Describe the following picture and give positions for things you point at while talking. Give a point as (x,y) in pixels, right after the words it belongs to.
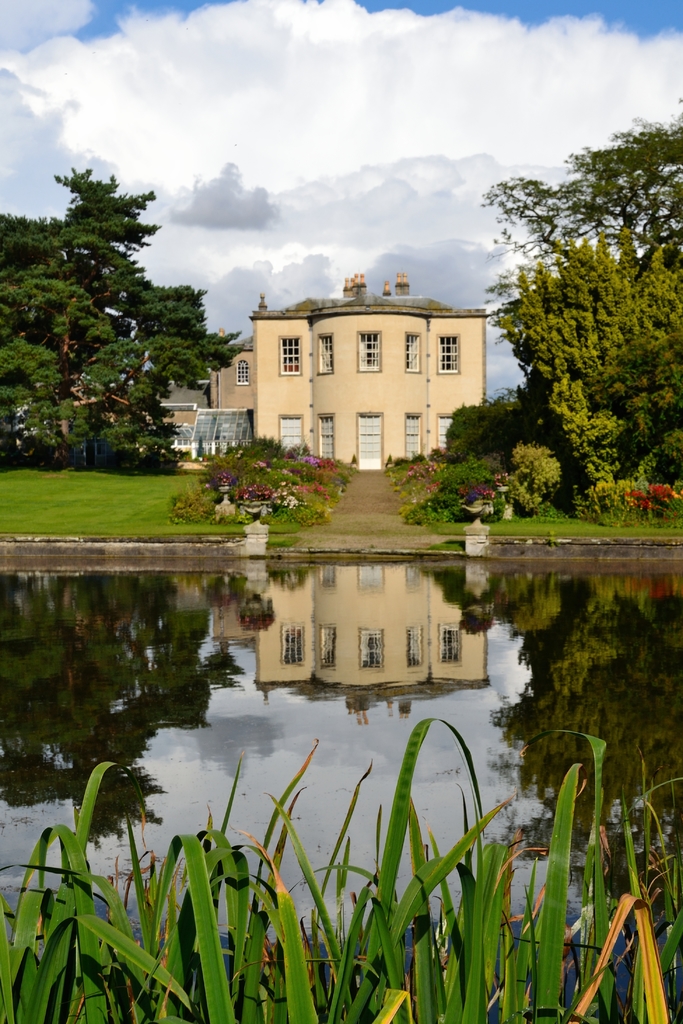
In this picture we can observe a pond (287,634). There is some grass (280,963) on the ground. We can observe some plants (269,459) and trees (632,236). In the background (358,380) there is a building (332,373) and a sky (335,205) with some clouds (324,80).
